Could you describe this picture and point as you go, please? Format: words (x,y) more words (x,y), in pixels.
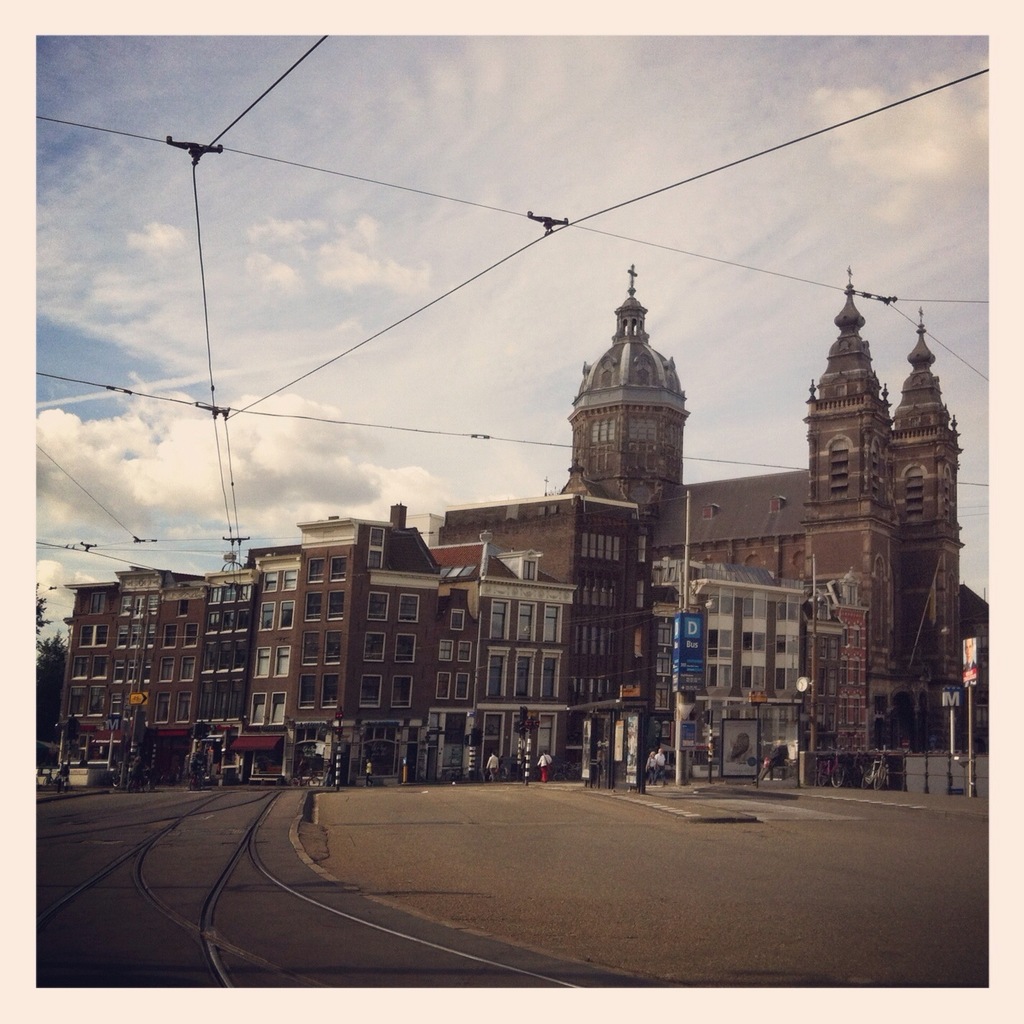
In this picture I can observe buildings (344,667). There is railway track (213,936) on the left side (175,834). I can observe some wires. In the background (203,344) there is a sky (357,239) with some clouds (435,275).
